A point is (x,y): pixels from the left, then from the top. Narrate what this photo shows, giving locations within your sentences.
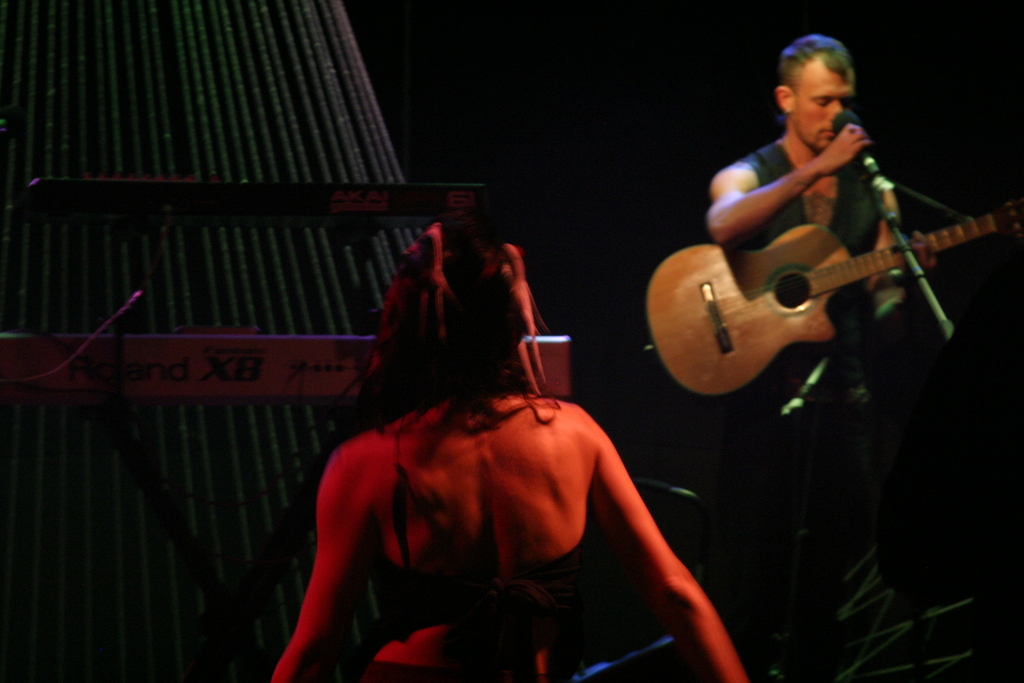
In this picture we can see man (779,364) standing holding guitar (882,263) with his hand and singing on mic (860,138) and beside to him we can see woman (386,511) looking at him and we have piano (155,361) and it is dark in background (570,94).
